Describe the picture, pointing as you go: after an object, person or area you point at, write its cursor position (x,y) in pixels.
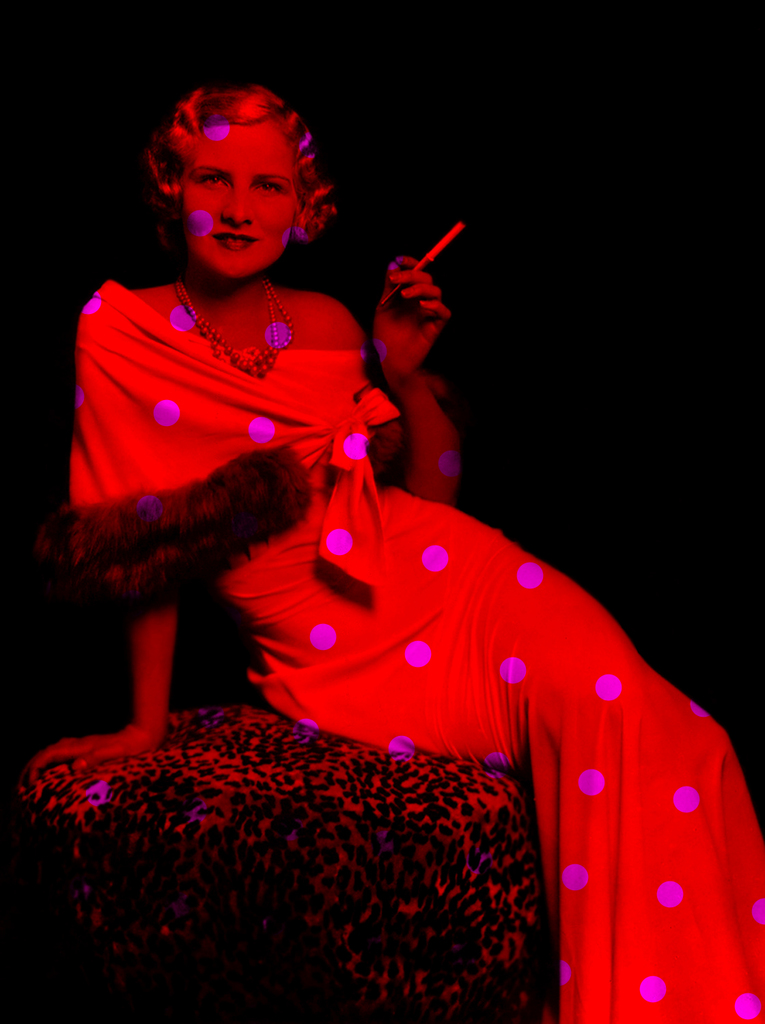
In this image we can see a woman (335,608) sitting on the ottoman (280,770) holding a cigarette holder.
